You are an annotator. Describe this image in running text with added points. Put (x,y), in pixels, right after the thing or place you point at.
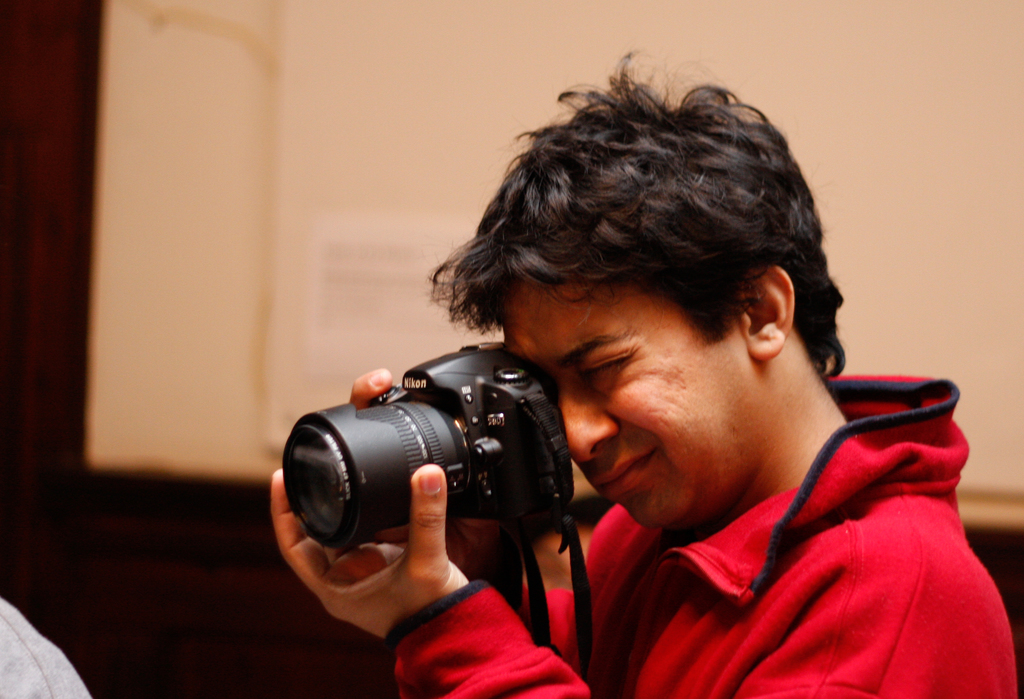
In the image in the center (488,297) there is a man (823,485) taking a photo he is holding a camera (421,394).
